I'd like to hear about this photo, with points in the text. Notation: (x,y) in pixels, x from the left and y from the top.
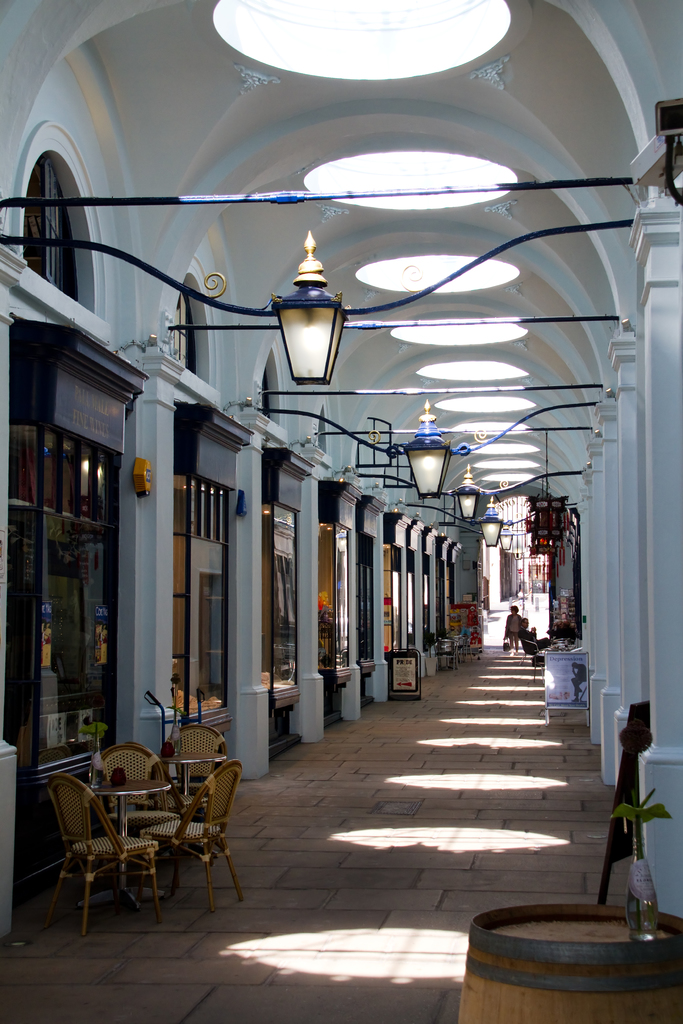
This is a picture of the outside of the city (308,511) in this picture on the left side (181,807) there are two tables (187,786) and four chairs (140,779) and on the top of the image (391,109) there are some lights (411,269) and ceiling (218,107) and some street lights (334,356) are there. On the left side of the image (76,570) there are some glass doors (101,588) on the right side (600,555) there are some pillars (624,567) and floor (475,801) is there and on the bottom of the right corner (540,978) there is one barrel (550,974) and on that barrel (587,937) there is one plant (634,805).
